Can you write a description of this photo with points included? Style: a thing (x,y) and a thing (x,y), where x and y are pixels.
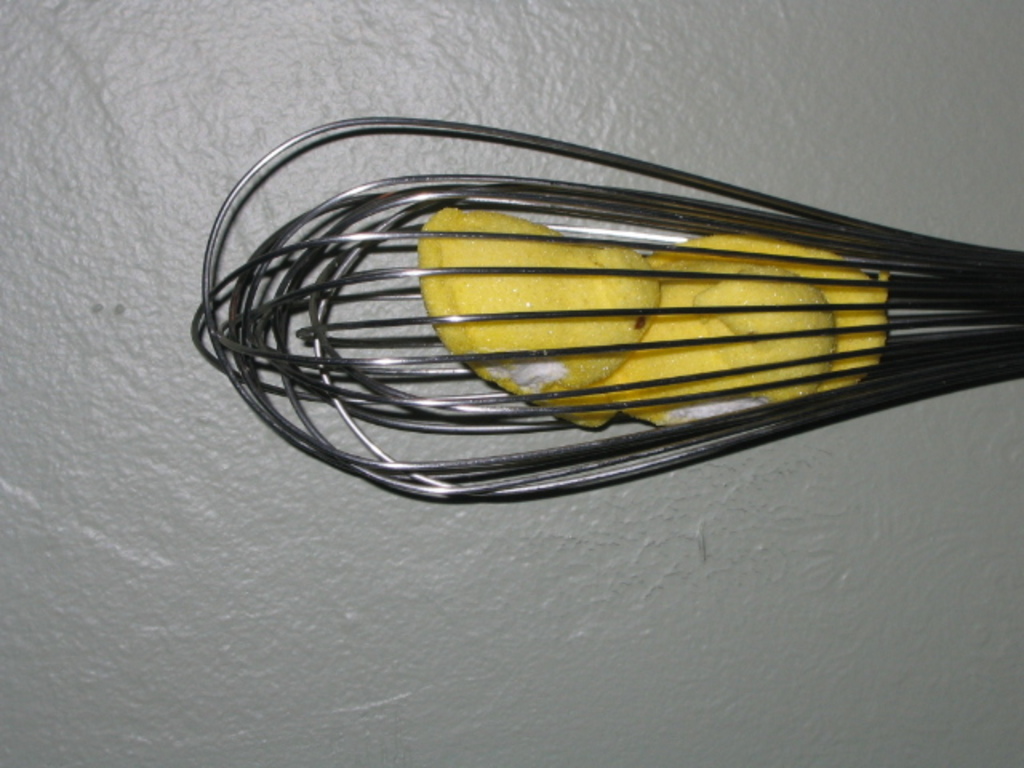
In this image, we can see a utensil (429,364) with some object (493,302) is placed on the surface (307,567).
